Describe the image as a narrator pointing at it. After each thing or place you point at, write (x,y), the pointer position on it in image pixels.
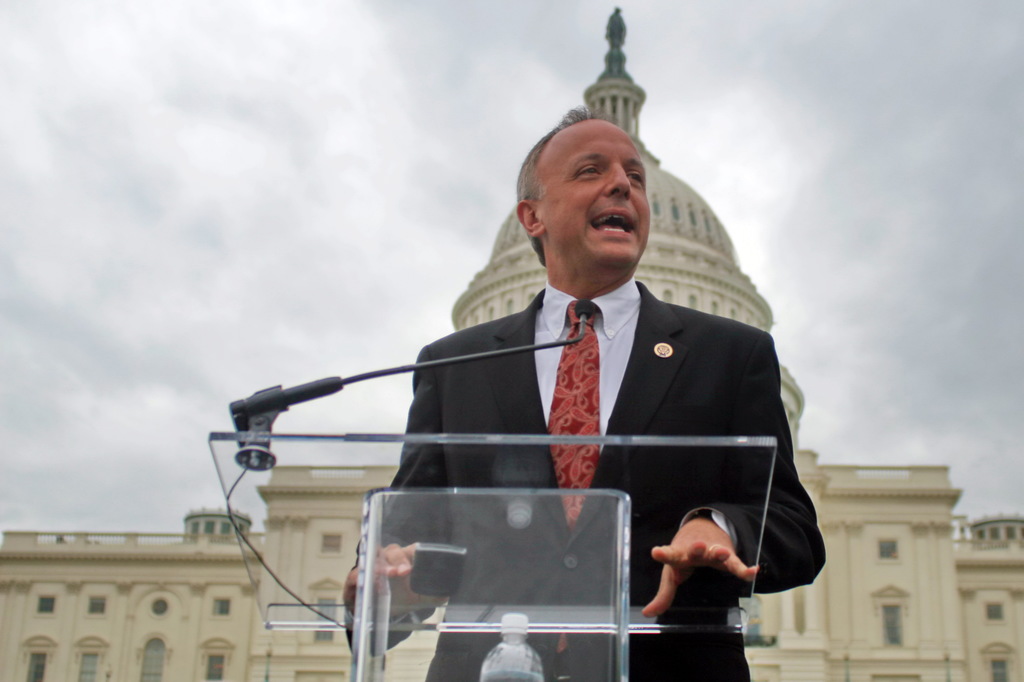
In the foreground of this image (625,377), there is a man (625,377) wearing a suit (657,523) is standing in front of a podium (451,524) on which, there is a mic (276,389). In the background (174,609), there is a building (117,594). At the top (359,78), there is the sky (392,31) and the cloud (299,81).
